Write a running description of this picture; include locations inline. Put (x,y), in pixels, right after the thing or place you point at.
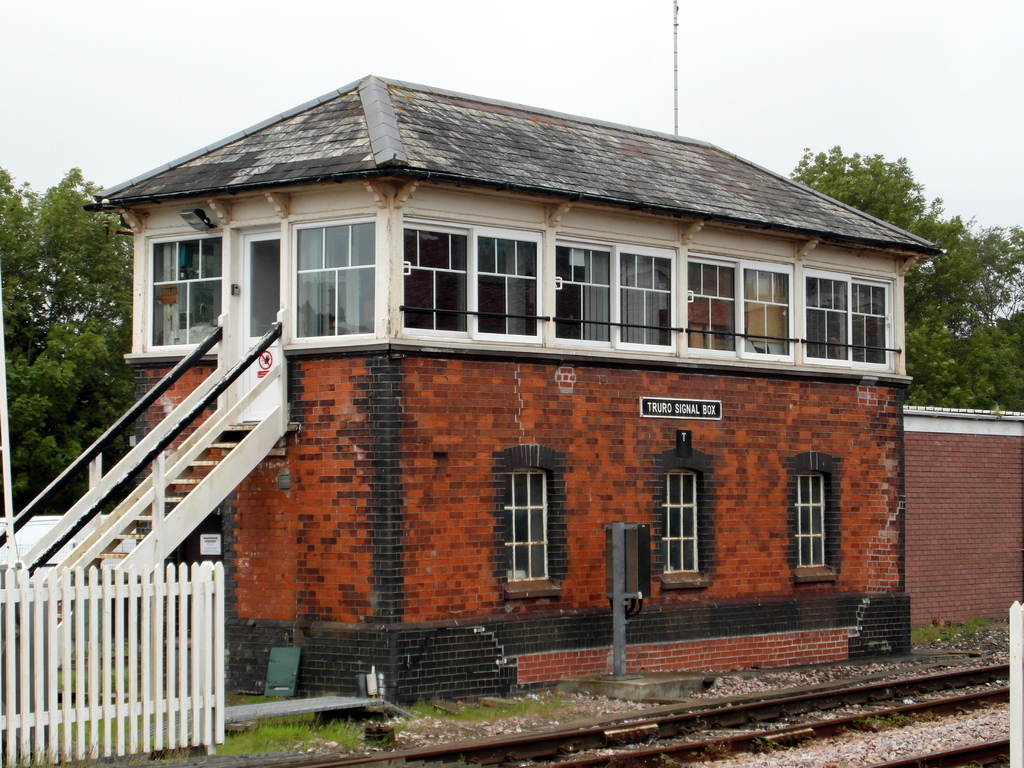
In this picture there is a building (831,404) and there is a board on the building (751,402) and there is a text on the board (660,416). On the left side of the image (31,570) there is a staircase (114,551) behind the railing (21,627) and there is a text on the door (263,294). There are trees (46,408) behind the building (456,248). At the top (812,64) there is sky (391,9). At the bottom (461,745) there is a railway track (955,694) and there are stones (783,753) and there is grass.
